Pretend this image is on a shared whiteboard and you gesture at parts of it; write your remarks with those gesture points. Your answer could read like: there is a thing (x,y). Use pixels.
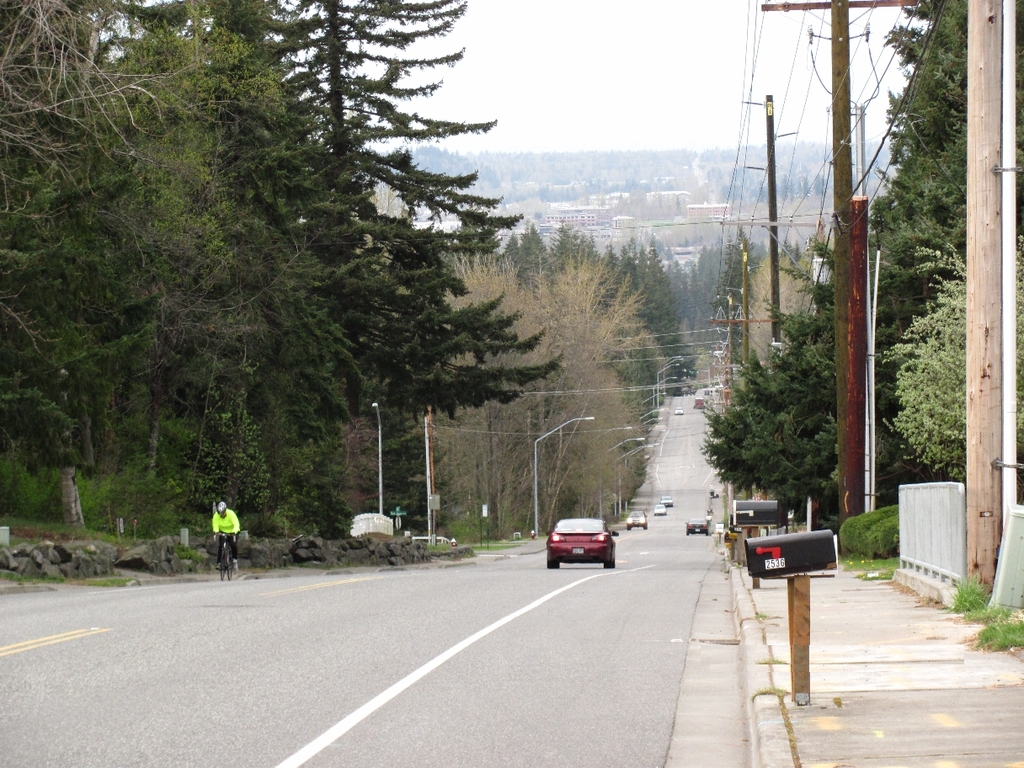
In the image we can see there are many vehicles (598,538) on the road (579,581). We can even see there are light poles (556,431), electric poles (776,307) and electric wires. Here we can see a person (235,544) wearing clothes (227,528), helmet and the person (222,505) is riding on the bicycle (230,577). We can even see there are many trees (547,250), plants (869,532), grass (29,537) and the sky (590,83). Here we can see the stones (31,551) and the buildings (624,217).
